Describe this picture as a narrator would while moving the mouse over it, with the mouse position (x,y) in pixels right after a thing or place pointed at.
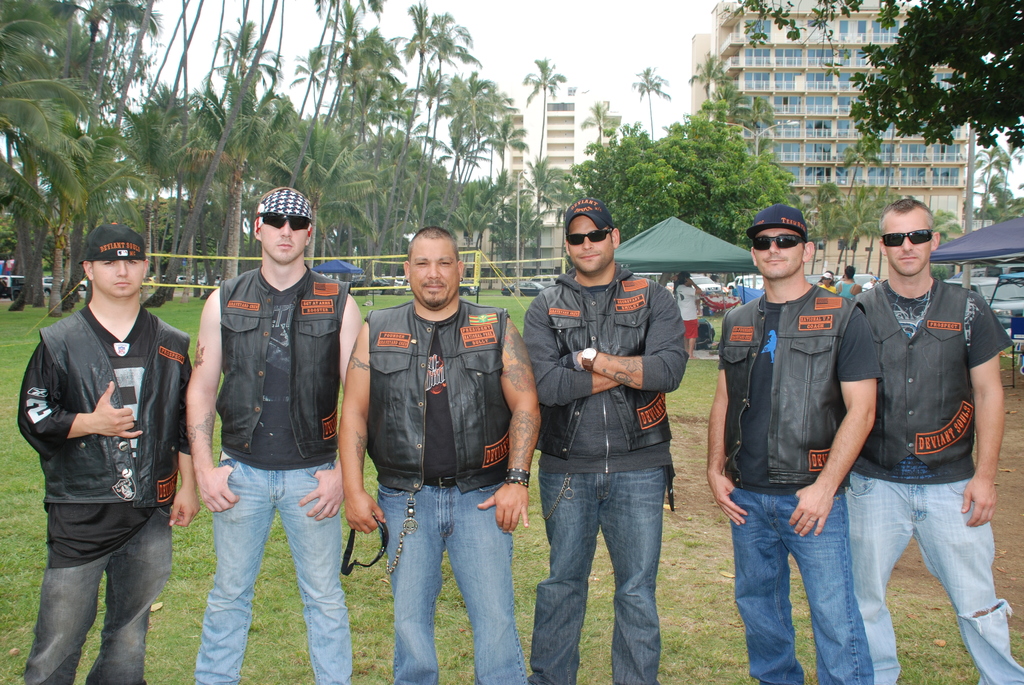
In this picture we can see group of persons (966,420) who are standing on the ground (583,668). On the right (691,249) we can see tents (647,249) and chairs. Here we can see yellow color net (191,286). In the background (1011,315) we can see many cars (9,278) parked near to the trees (204,242). On the top right (869,166) we can see buildings (781,92). On the top (529,17) there is a sky (569,15).
